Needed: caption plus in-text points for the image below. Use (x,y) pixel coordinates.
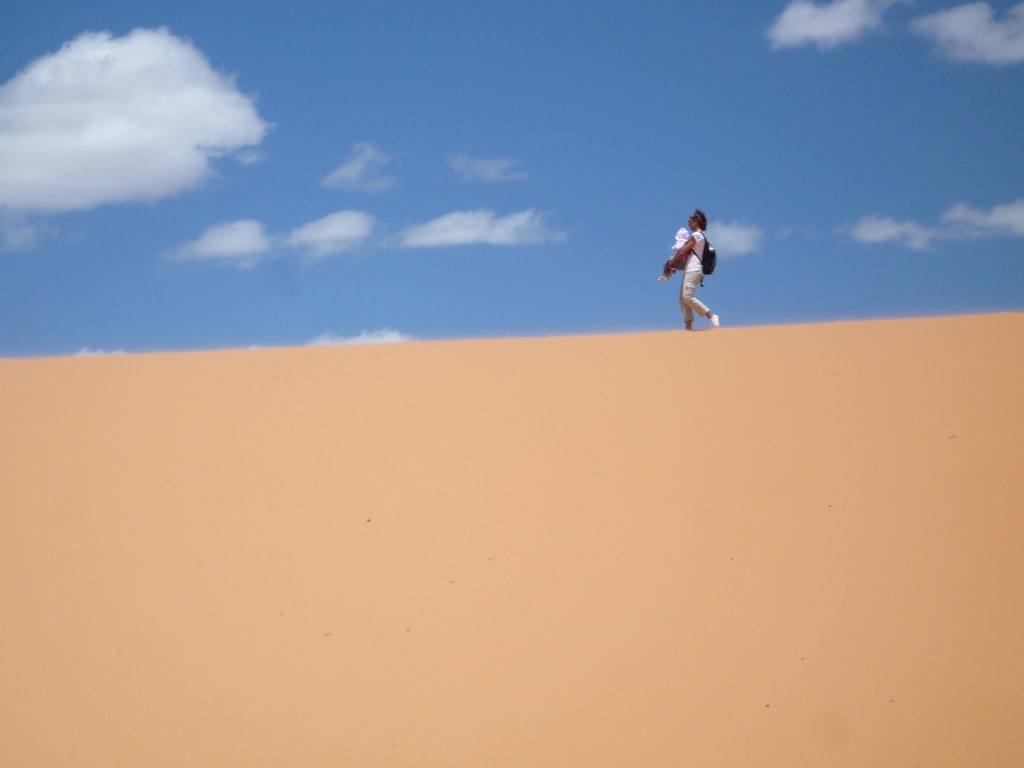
This place is seems to be a desert (592,395). Here I can see a person (697,251) wearing a bag (708,244), carrying a baby (678,252) in the hands (671,272) and walking towards the left side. At the top of the image (610,124) I can see the sky (371,87) and clouds (127,100).
